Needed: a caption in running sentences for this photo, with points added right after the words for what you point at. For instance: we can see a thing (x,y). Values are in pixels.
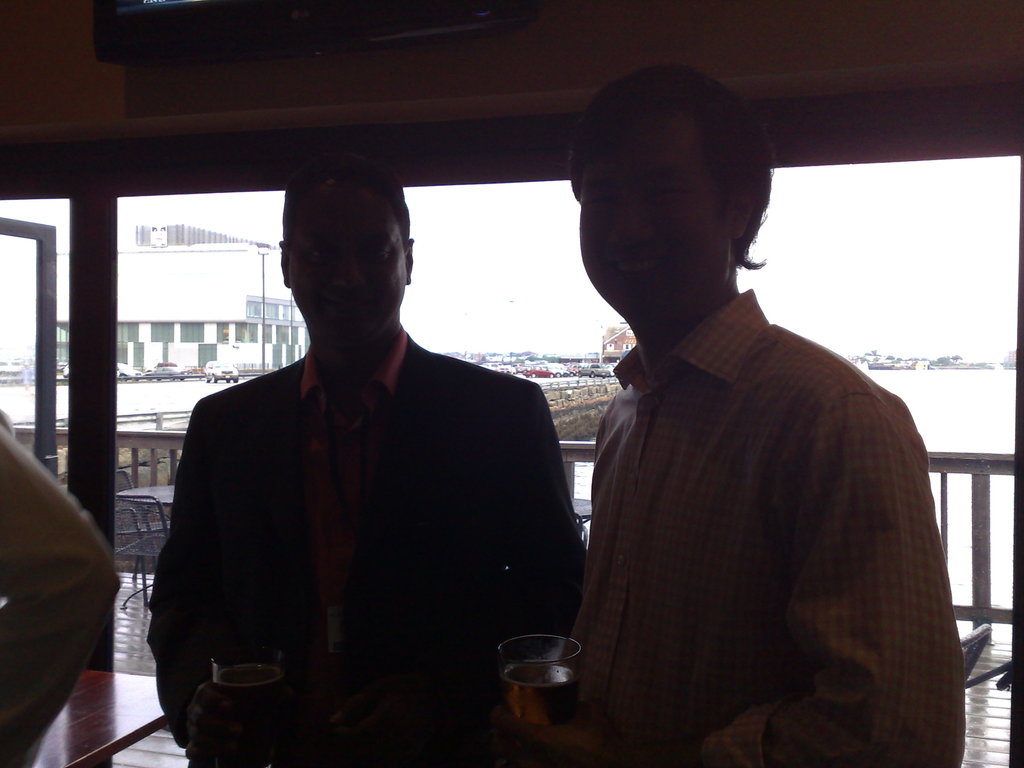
In the image there are two men (472,410), they are holding glasses (520,700) in their hands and behind them there are chairs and behind the chairs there is a railing (946,464), in the background (916,391) there is a water surface (899,383) and on the left side (286,316) there is a building (145,322), in front of the building (146,343) there are vehicles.
